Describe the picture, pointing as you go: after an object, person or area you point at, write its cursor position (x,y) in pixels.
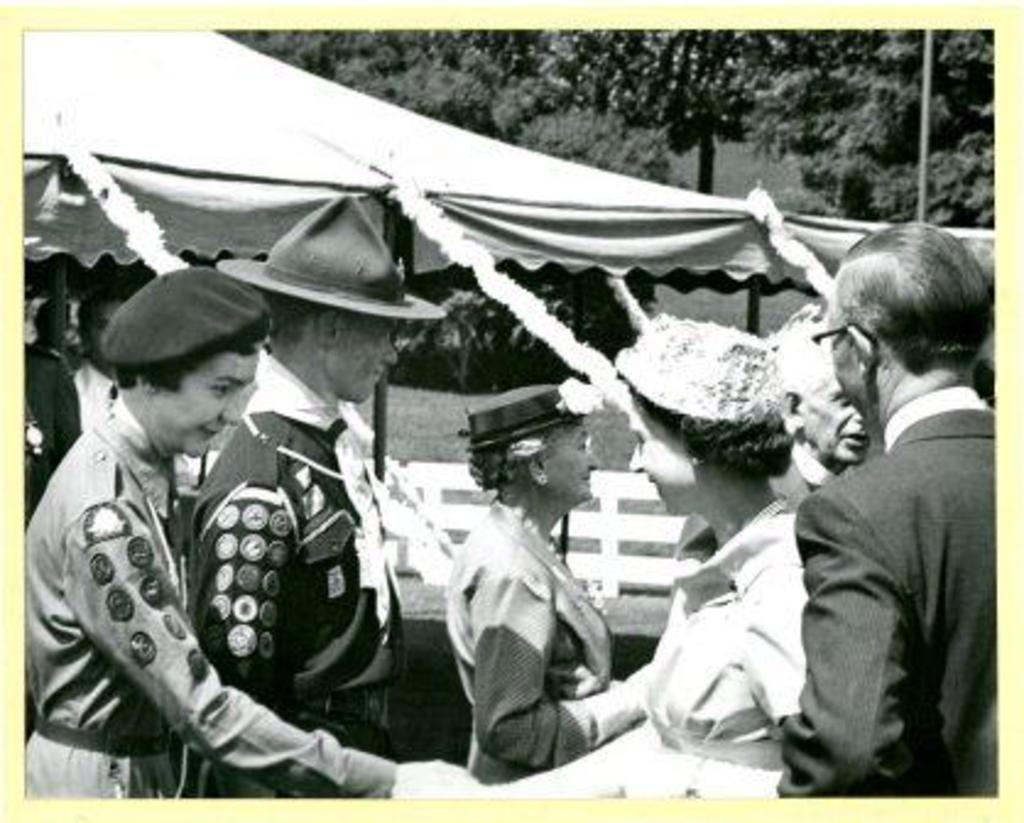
In this picture we can see a black and white photography. In the front (257,512) there are some scouts (262,602), standing and shaking the hand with a woman (687,775). Behind there is a white tent canopy (421,142) and some trees (696,96).
